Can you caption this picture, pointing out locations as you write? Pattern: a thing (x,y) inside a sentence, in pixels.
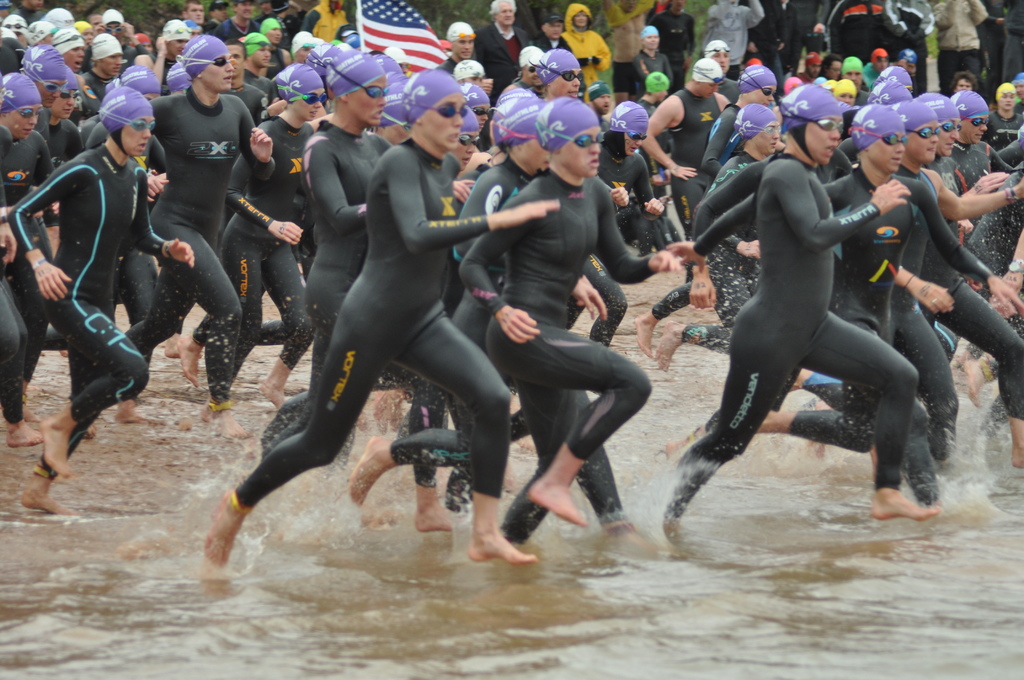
In this image there are persons (306,202) running wearing a swimsuit (251,251) in the water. In the background (477,30) there are persons (732,34) standing and there is a flag (391,27).
